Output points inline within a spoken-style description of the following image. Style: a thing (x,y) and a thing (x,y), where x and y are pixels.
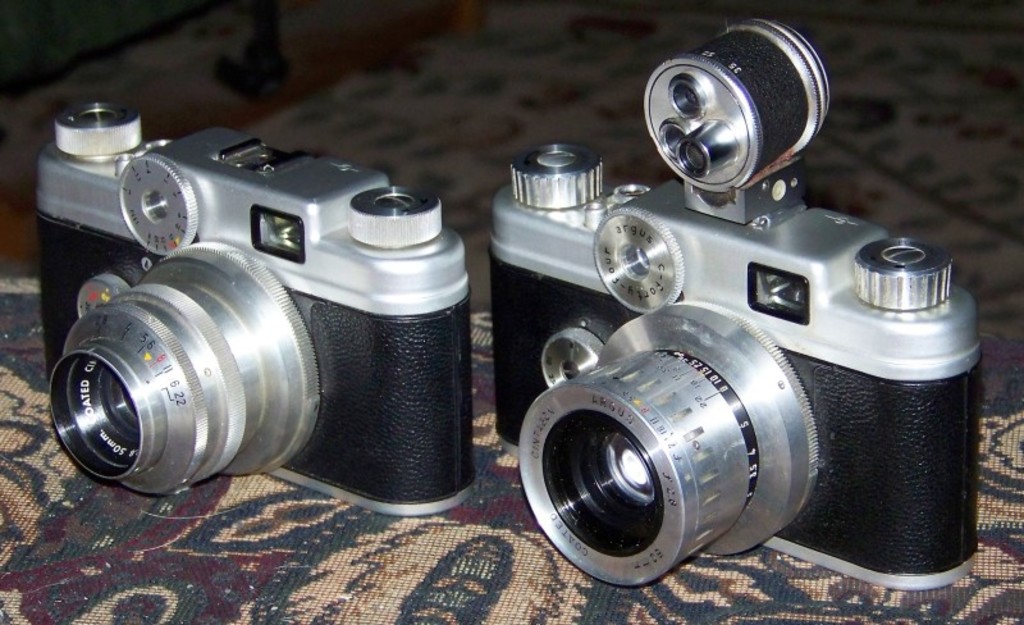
In this picture I can see there are two cameras (442,421) placed on a carpet (358,561) and it has some lenses (244,353) and buttons (120,152).
